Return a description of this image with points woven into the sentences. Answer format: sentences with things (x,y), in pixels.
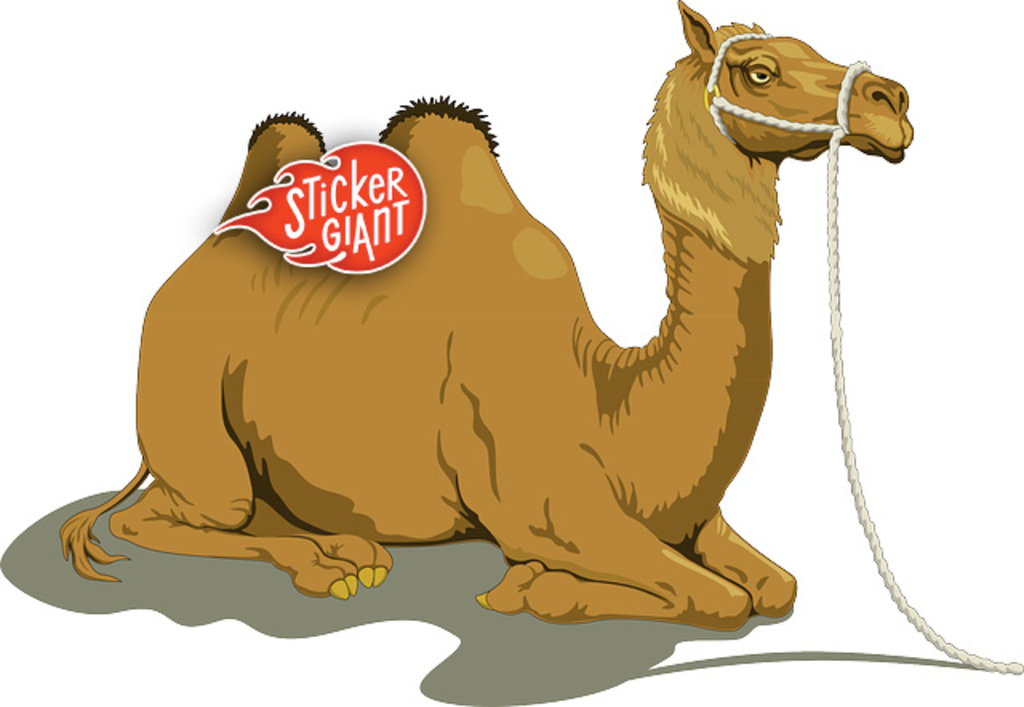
This is an animation, in this image in the center (404,298) there is a camel (681,273) and there is a logo (361,218) in the foreground (388,226), and on the right side (832,194) there is rope (833,296) and there is a white background (765,520).
